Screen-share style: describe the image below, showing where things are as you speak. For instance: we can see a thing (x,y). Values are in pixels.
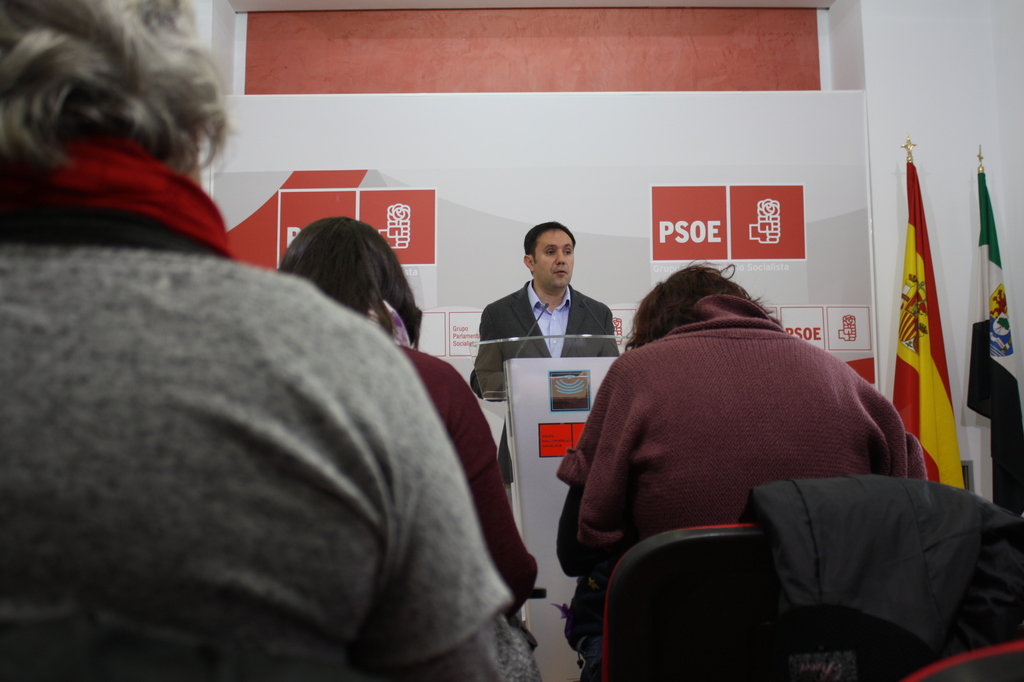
On the left side (187,282), there are two persons (370,230) sitting. On the right side (808,396), there is a person (766,430) sitting on a chair (754,529), on which there is a cloth (875,567). In the background (560,263), there is a person (541,264) in a suit (587,315), standing and speaking in front of a mic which is attached to a stand (565,450), there are two flags (1015,379) and a banner (721,194) attached to a white wall (990,62).
